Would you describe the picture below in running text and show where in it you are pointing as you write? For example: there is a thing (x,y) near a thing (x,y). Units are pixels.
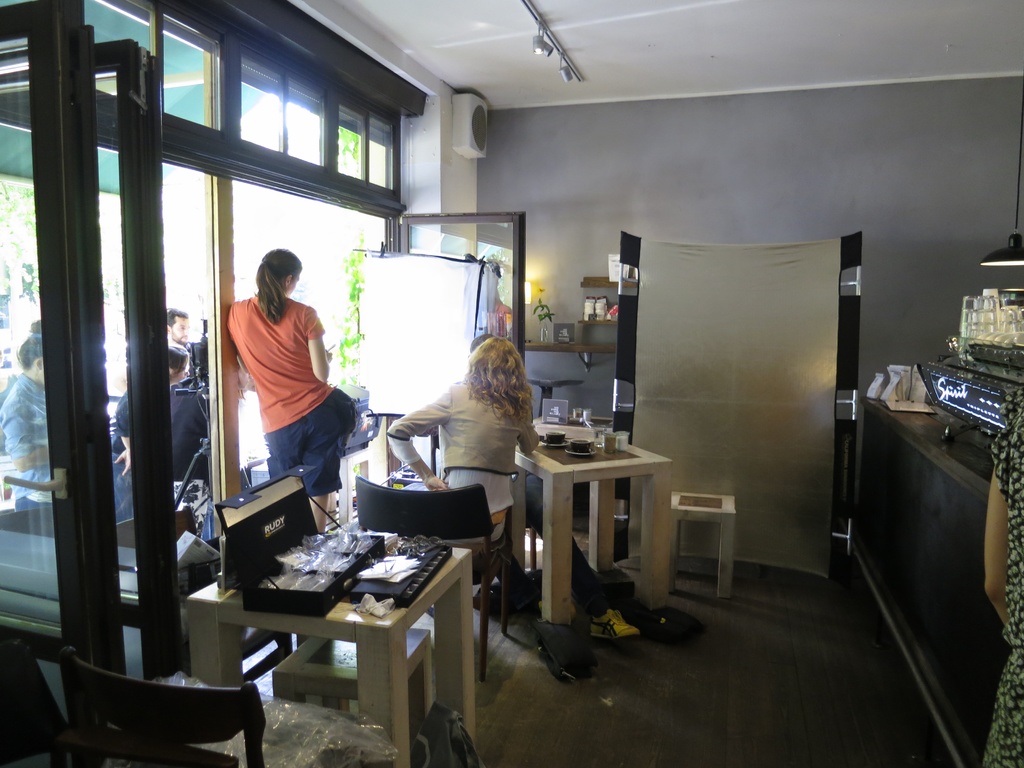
This picture describes about group of people (302,374) few are standing few are seated on the chair (384,495). Here also we can see objects (315,536) and tea cups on the table (578,458), also we can see couple of trees (19,291).
